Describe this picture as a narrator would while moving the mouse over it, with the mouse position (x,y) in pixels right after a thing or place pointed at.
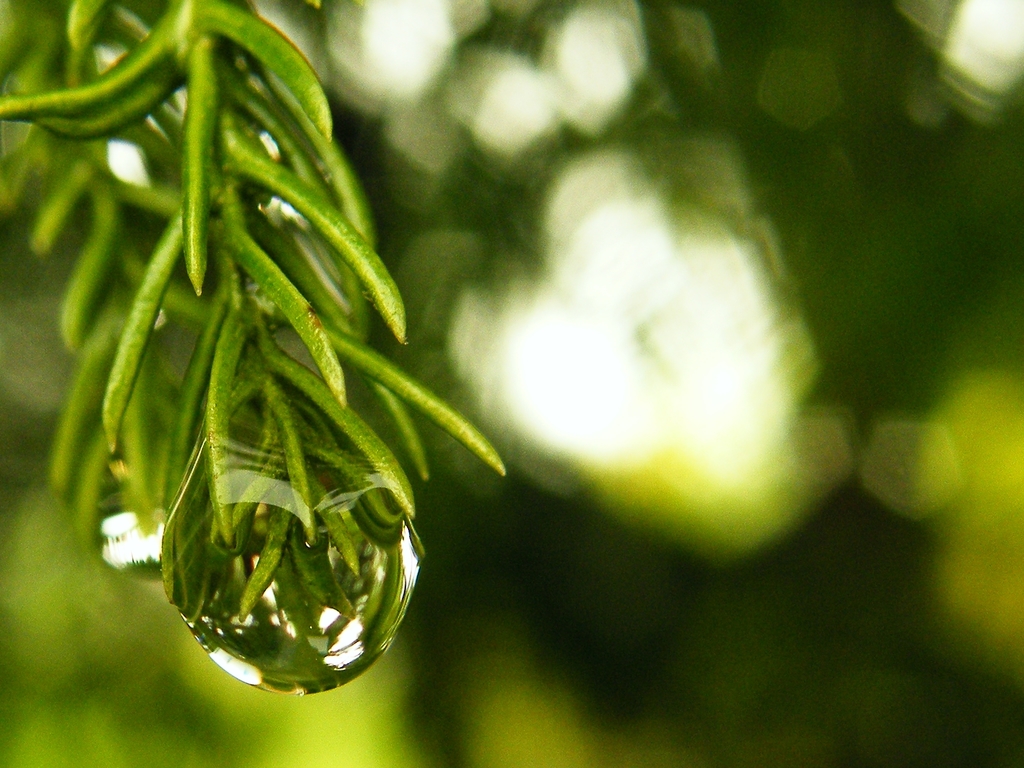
This is zoom-in picture of a plant (330,601) where we can see water drop (302,602) on it.
